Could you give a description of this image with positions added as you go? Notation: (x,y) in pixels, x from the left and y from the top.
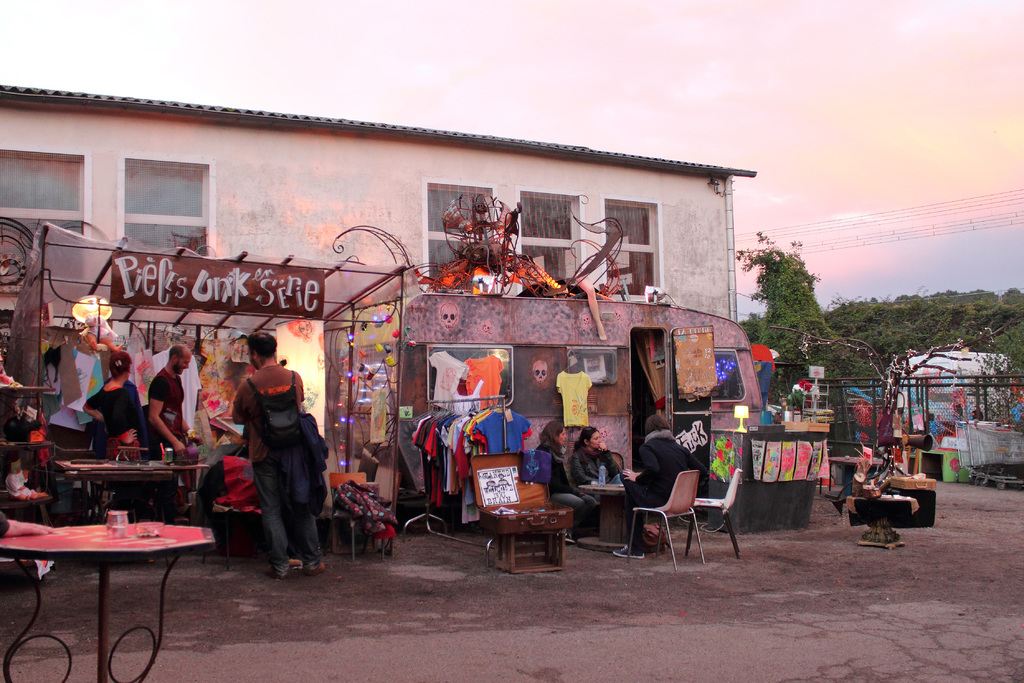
This is looking like a street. There are two stalls (322,364). In one stall (195,368) there are three person (252,402) standing. And in front of another stall (610,440) three person (662,457) are sitting. There are chairs (681,507) and tables (170,537). Behind this there is a house (361,194). And in the background (810,306) there are some trees (883,329). And some clothes (454,423) are hanged on the hangers (449,405). There are lights (368,368).
